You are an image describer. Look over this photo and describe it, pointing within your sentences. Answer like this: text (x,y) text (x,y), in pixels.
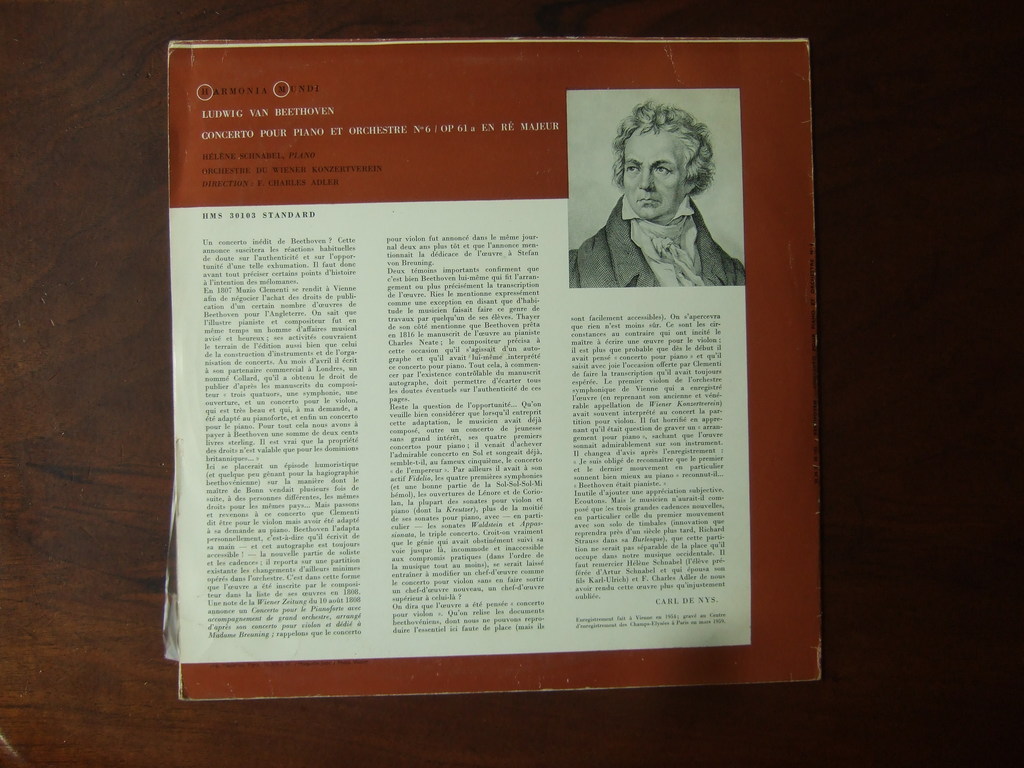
In the center of the image (362,423) we can see one paper (599,626) on the wooden object (11,635). And we can see one person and some text (667,398) on the paper (648,381).
